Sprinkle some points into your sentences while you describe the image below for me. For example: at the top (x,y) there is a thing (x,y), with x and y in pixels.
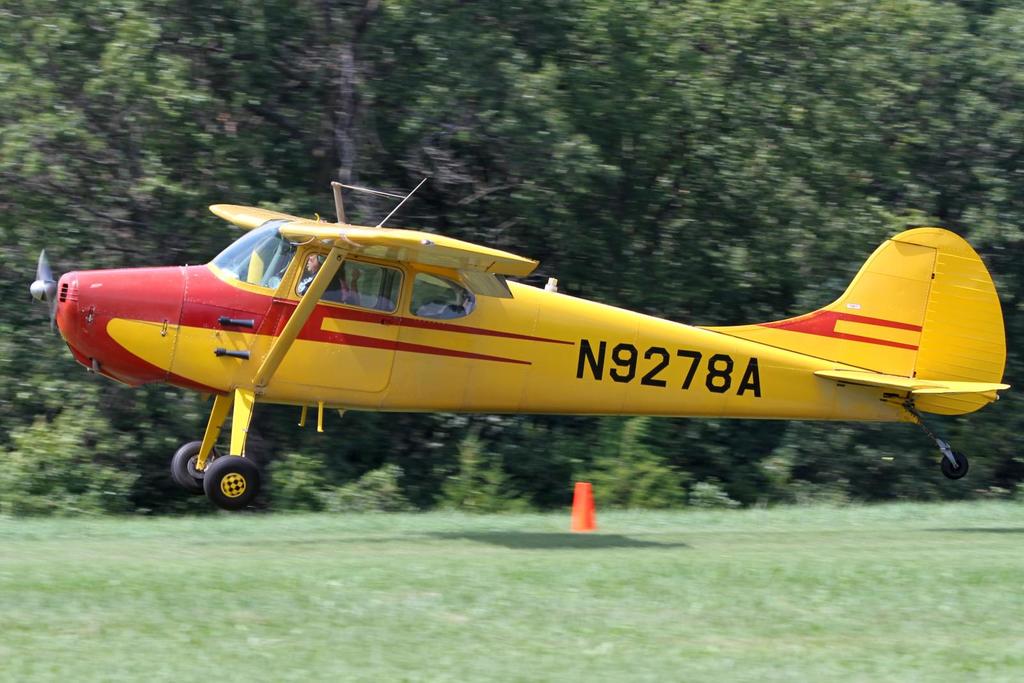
In this picture I can observe yellow color airplane (584,368). In the background (513,149) there are trees (463,149).
